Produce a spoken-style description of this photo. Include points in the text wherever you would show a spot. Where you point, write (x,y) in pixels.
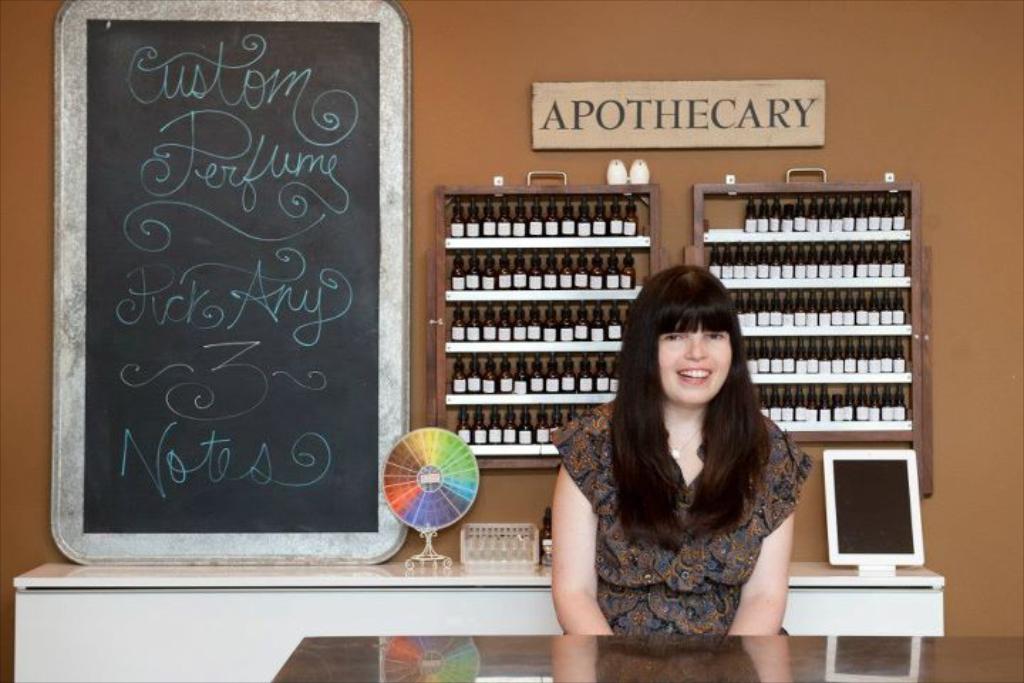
In this image, there is a person (713,402) wearing clothes (589,445) and sitting in front of this table (767,656). There is an another table (472,608) behind this person (595,516) contains blackboard (354,521), tablet (867,499) and bottle (547,546). There are some bottles (547,277) on the cupboard (558,264) behind this person (676,419). There is a wall (847,46) behind this person (715,422).
